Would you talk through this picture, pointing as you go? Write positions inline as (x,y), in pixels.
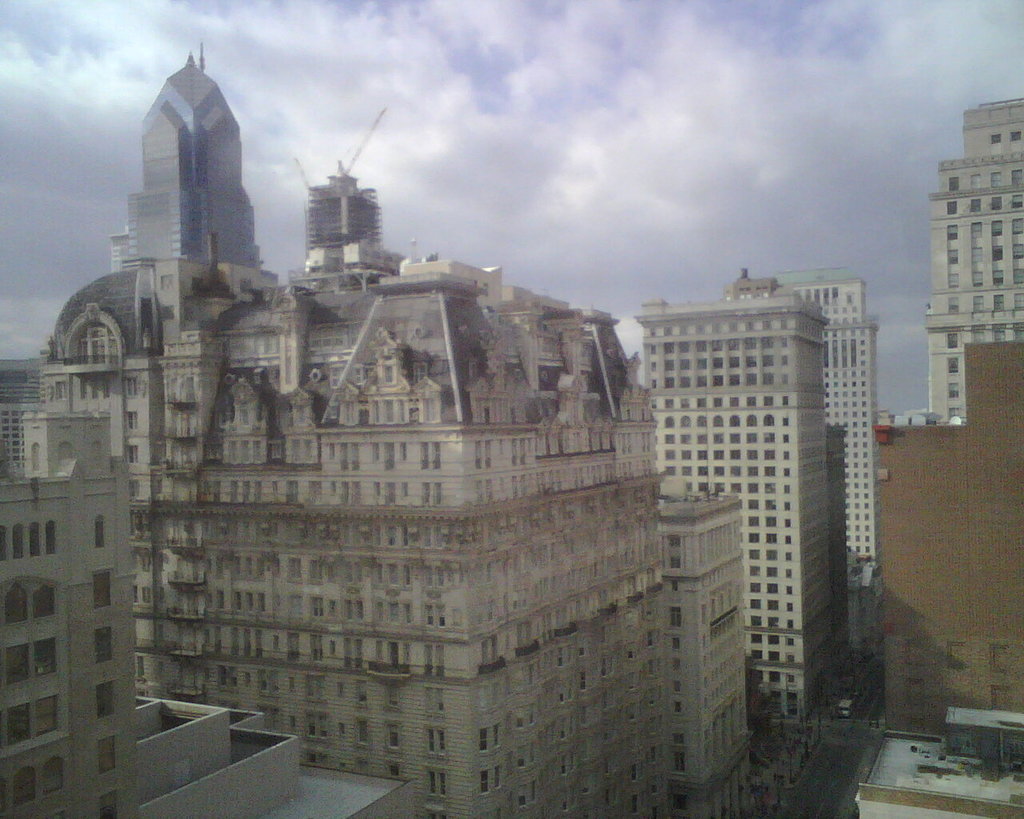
In this image there are few buildings (609,587), few vehicles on the road (786,818), poles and some clouds (445,218) in the sky (533,156).
